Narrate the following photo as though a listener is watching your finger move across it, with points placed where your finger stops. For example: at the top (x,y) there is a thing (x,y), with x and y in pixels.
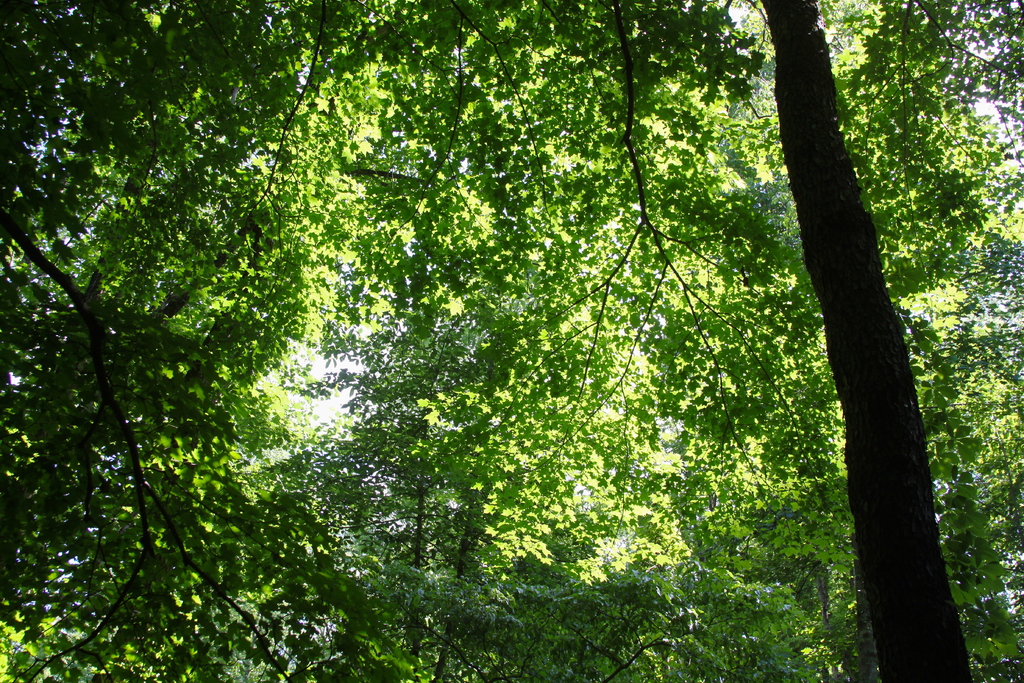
Here we can see trees (843,329). In the background (364,298) there is sky (300,341).
